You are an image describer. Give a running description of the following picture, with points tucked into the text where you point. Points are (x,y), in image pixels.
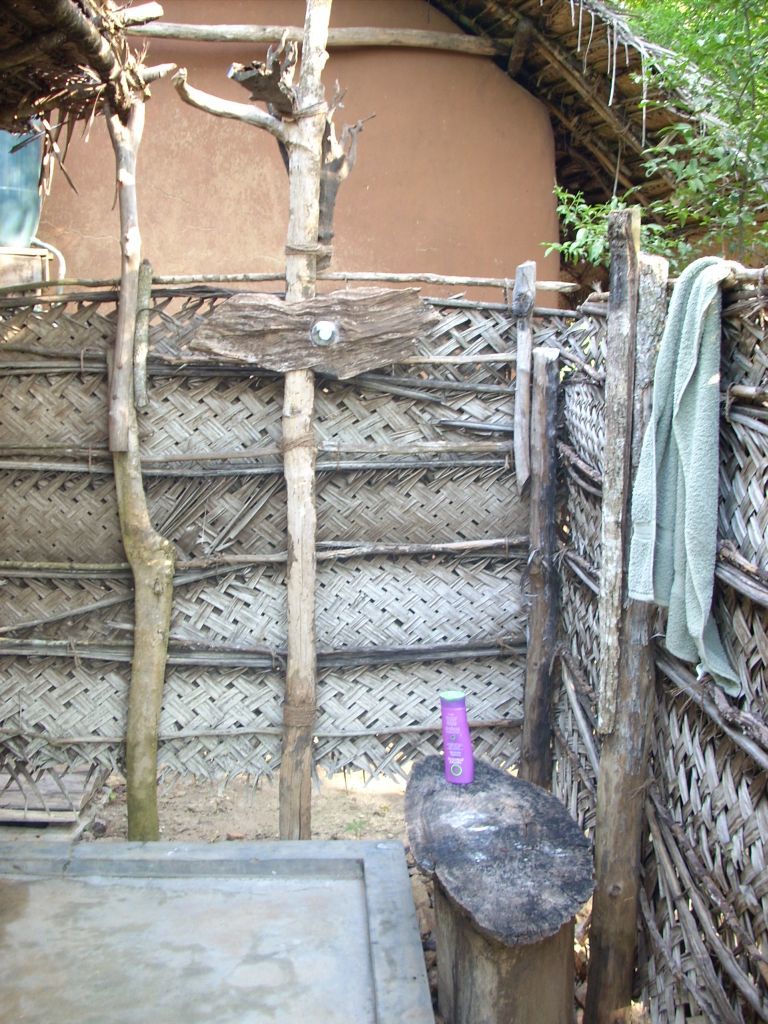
This image is taken outdoors. At the bottom of the image (317,971) there is a floor (269,872) and there is a tree stump (477,867). In the background (470,469) there is a fence (333,507) with a few wooden sticks (296,582) and there is a hut (640,204). On the right side of the image (752,38) there is a tree (641,249) and there is a towel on the fence (654,643).
